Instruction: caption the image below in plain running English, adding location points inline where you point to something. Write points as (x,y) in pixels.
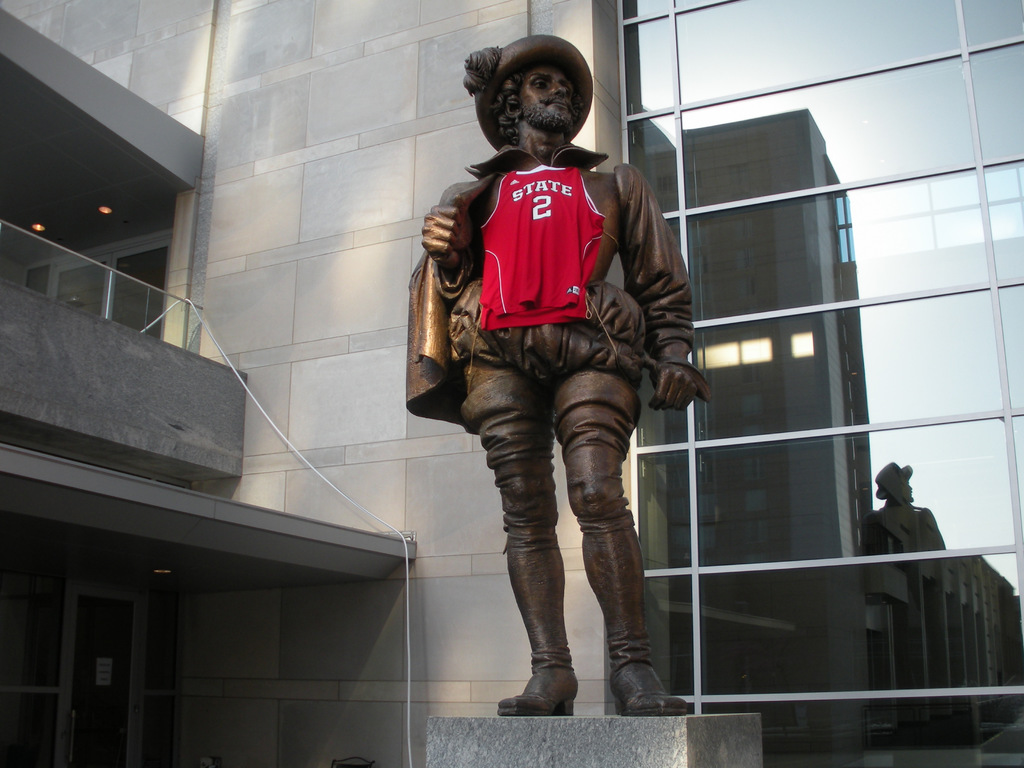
In this image, we can see a statue (463,344) on the pillar (482,760). There is a red color t-shirt (537,282) on it. Background (334,228) we can see a wall (324,241), glass (781,259), railing (141,295), lights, door (123,712). On the glass (728,520), we can see some reflections (812,595). here there is a building (804,359) and sky (914,352).
